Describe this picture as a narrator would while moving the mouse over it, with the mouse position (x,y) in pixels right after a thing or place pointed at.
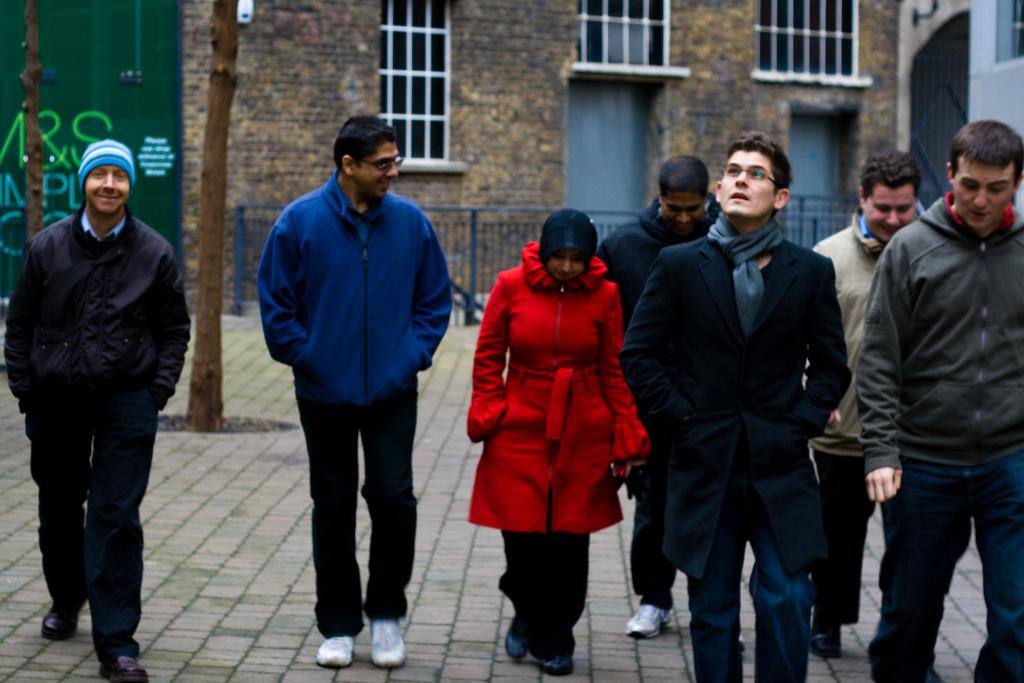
This image is taken outdoors. In the background (659,134) there is a building (382,88) and there is a board (65,142) with a text (71,156) on it. There is a fence (466,223). There are two trees (32,89). In the middle of the image (391,266) a few people (348,416) are walking on the floor (751,675).
